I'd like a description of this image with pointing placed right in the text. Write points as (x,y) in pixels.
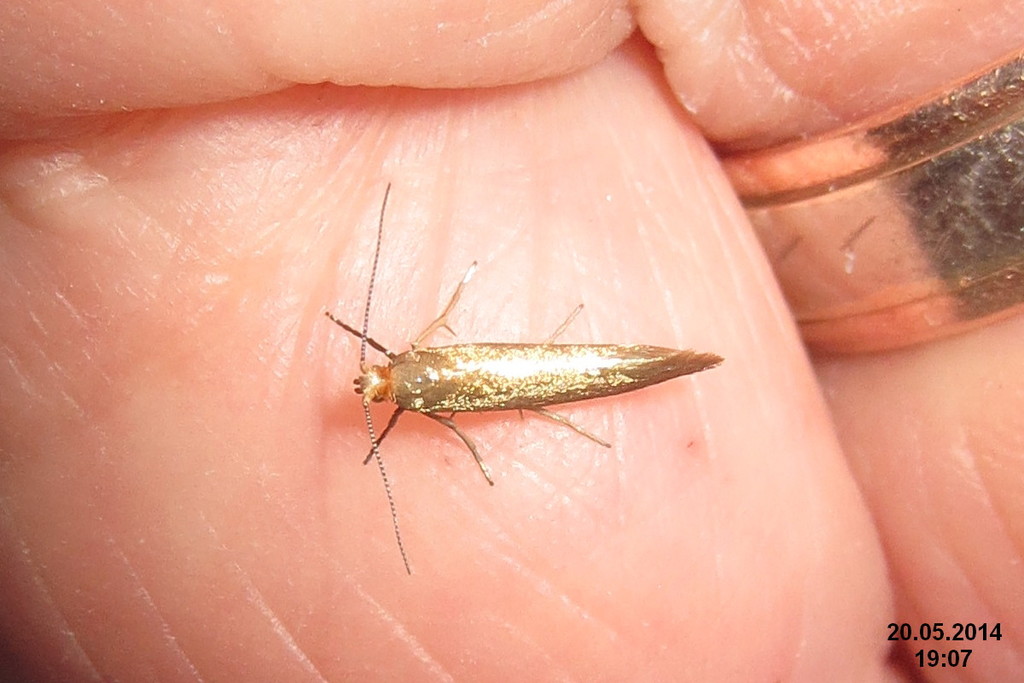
In the image there is an insect (550,411) on the skin (363,296). And also there is a ring (899,275). In the bottom right corner of the image (931,632) there is time (942,668) and date (962,631).
